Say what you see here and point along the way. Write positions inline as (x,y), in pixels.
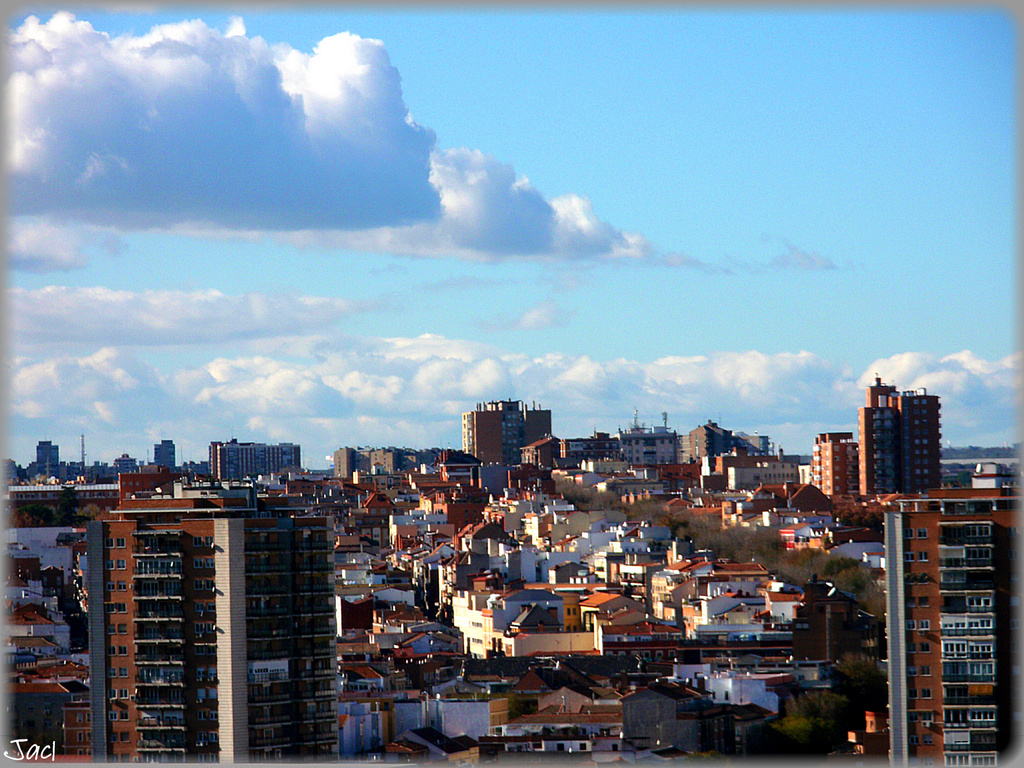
In this image I can see number of buildings (605,590), trees (735,533) and in the background (46,84) I can see clouds (433,360) and the sky (708,277). Here I can see watermark (22,750).
